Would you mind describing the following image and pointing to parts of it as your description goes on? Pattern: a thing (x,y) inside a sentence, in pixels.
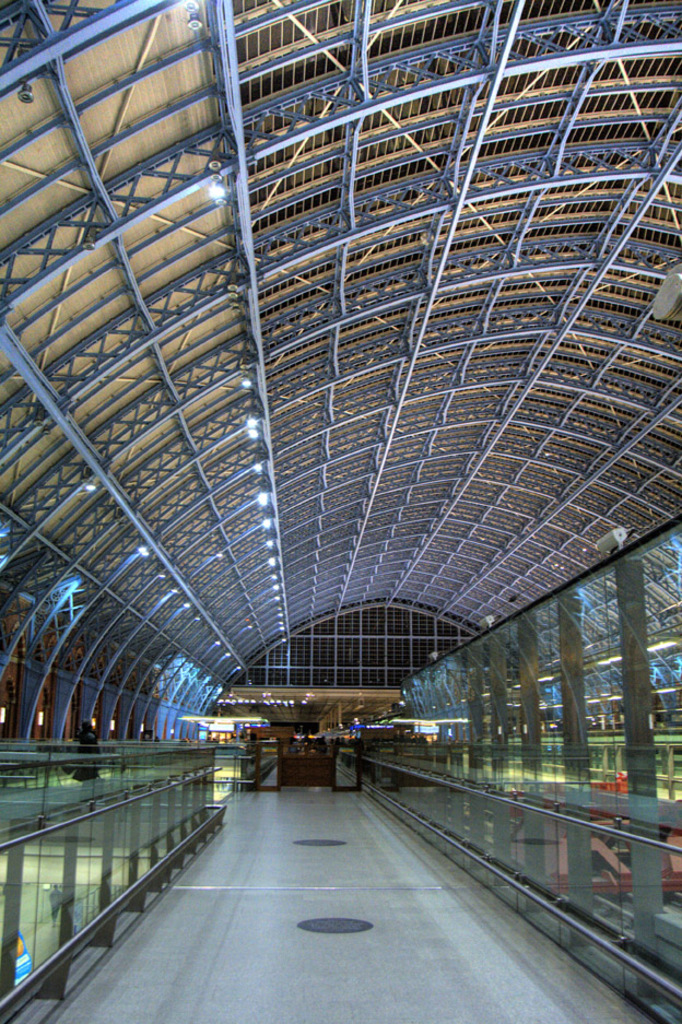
In this picture we can see on the path (167,909) there is a glass fence (95,847) and other items (281,757). There are ceiling lights (222,195) on the top (222,185).
